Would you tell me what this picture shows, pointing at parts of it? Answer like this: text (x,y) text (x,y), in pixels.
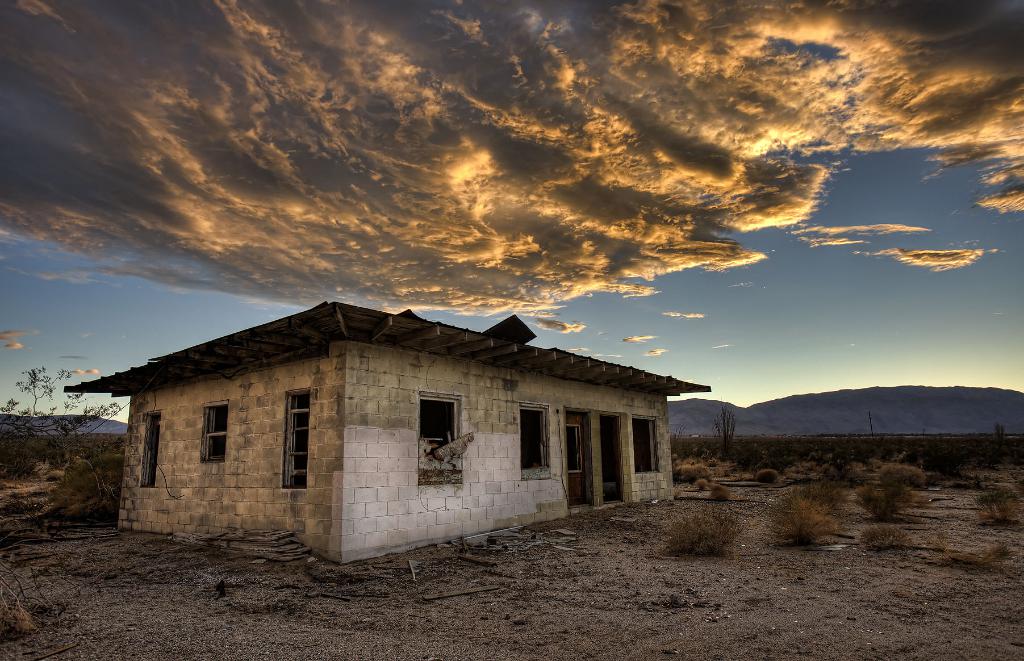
In this picture there is a house (566,358). In the house (393,511) i can see the windows (644,460) and doors (579,422). Beside the house (635,448) i can see plants (909,470) and grass (899,483). In the background (895,404) i can see many mountains (834,406). At the top (691,42) i can see the sky (740,201) and clouds (736,160).
